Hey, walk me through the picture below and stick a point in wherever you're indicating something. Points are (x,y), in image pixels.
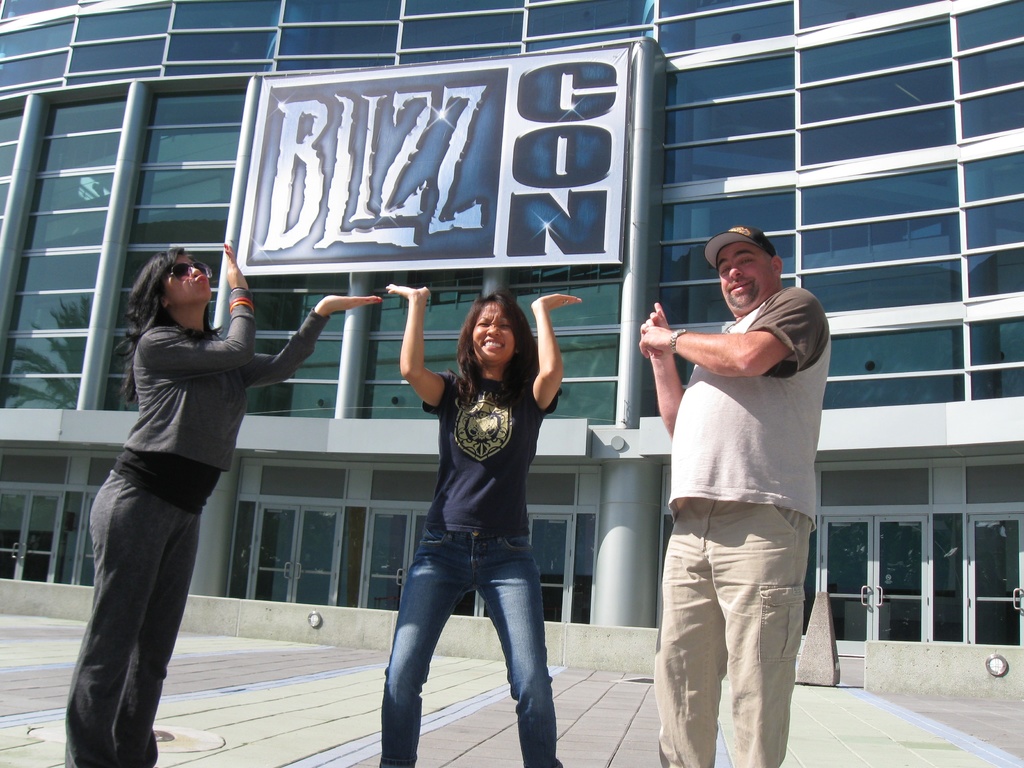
In this image, there are a few people (451,547). In the background (85,259), we can see the building (732,83) and a board (486,100) with some text (470,219). We can also see the ground (367,743).
